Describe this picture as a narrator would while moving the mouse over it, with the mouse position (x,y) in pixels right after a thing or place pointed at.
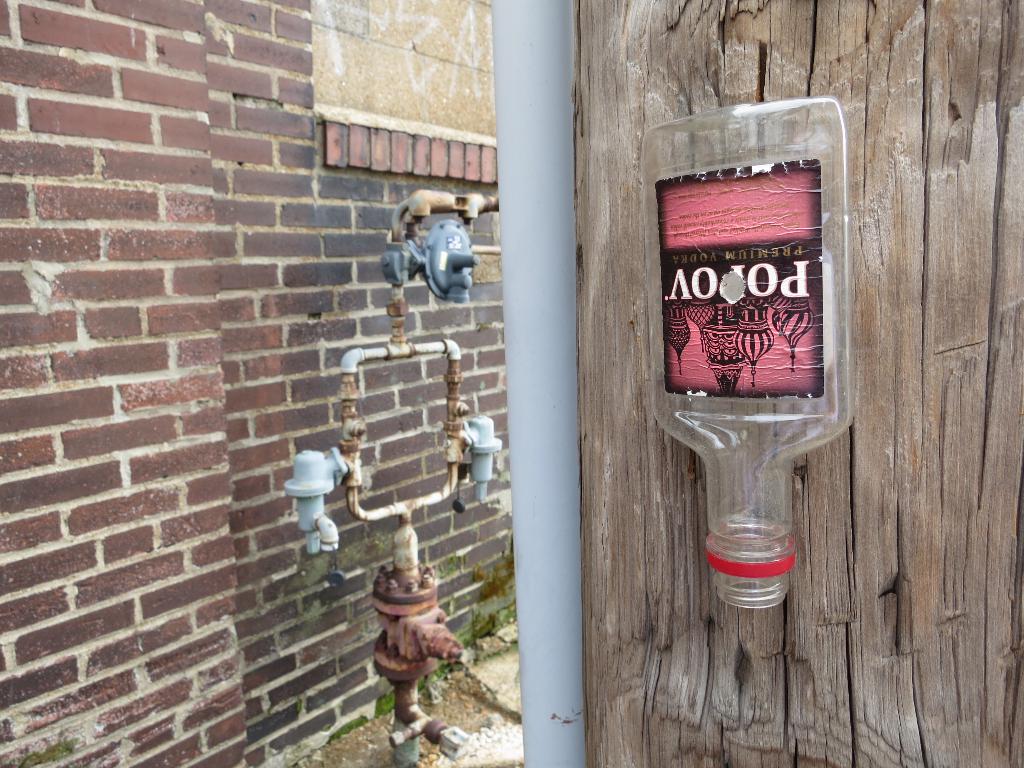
In this image, we can see a bottle (748,384) and pipe (547,479), some machine (405,530) in the middle (481,435). On right side (932,454), we can see wooden (909,523). Left side (161,527), there is a brick wall (201,389).
